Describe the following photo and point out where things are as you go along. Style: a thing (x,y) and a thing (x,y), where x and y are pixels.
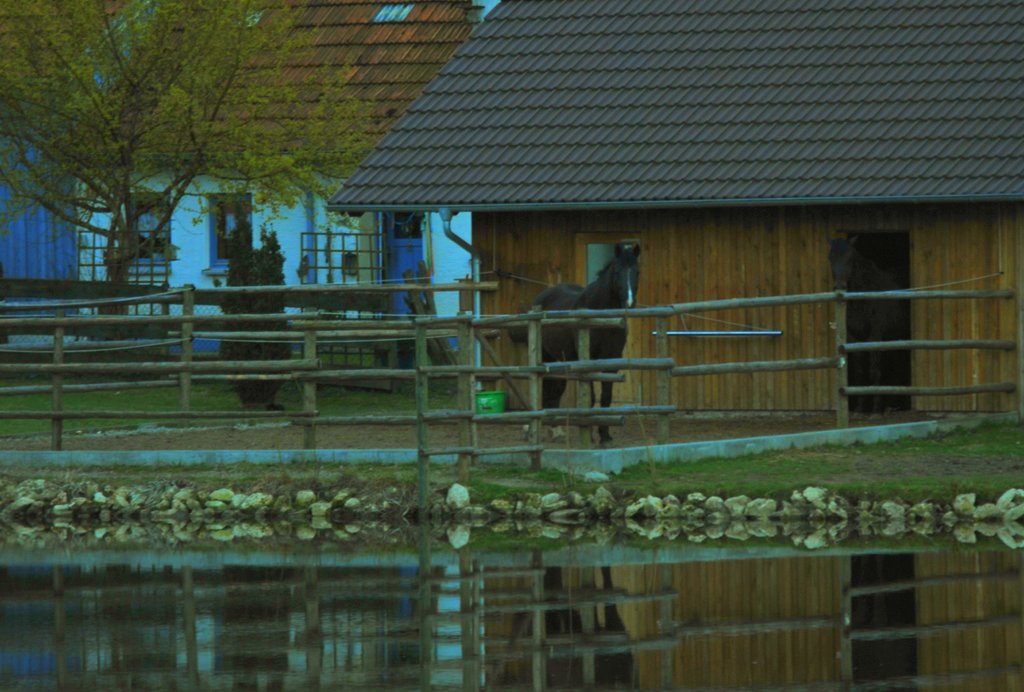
In the middle of the image (596,333) we can see a horse (567,327), in front of the horse (559,337) we can see wooden fence (498,365) and water (447,564), in the background (498,339) we can see few houses (404,234) and a tree (214,140).
